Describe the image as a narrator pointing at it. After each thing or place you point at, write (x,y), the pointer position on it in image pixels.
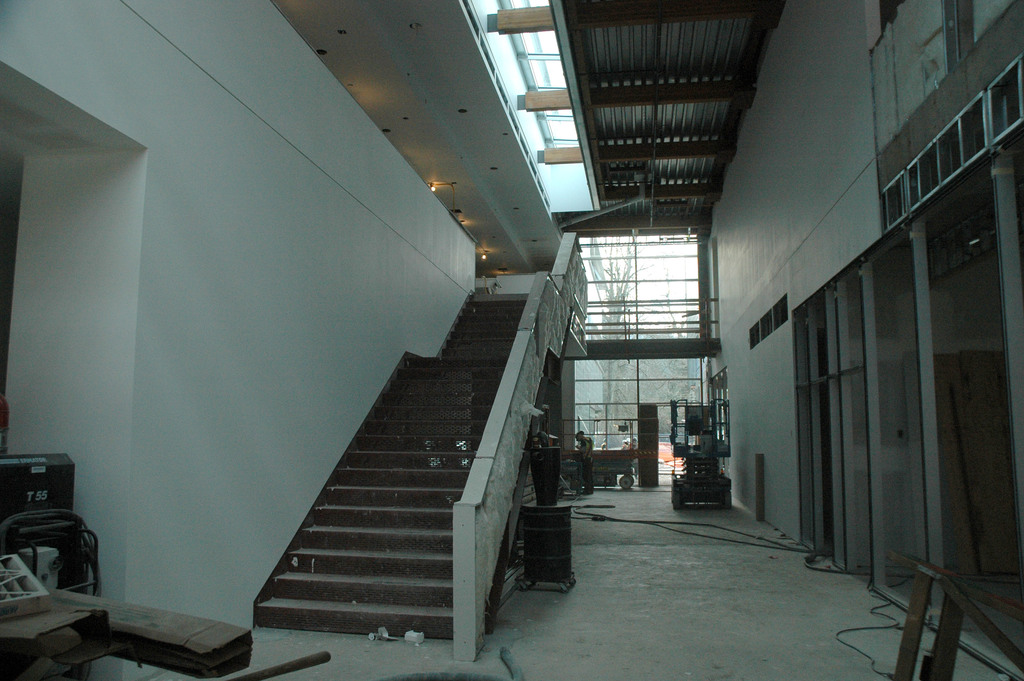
In this picture I can see the stairs (372,611). in the back (582,449) there is a man (583,465) who is standing near to the trolley (601,472), dustbin (536,469) and glass partition (623,391). Through the door (643,371) I can see the trees (673,393), plants (681,375) and sky (656,320). In the bottom left (33,664) I can see the carton boxes (20,664) and plastic objects (42,562).
